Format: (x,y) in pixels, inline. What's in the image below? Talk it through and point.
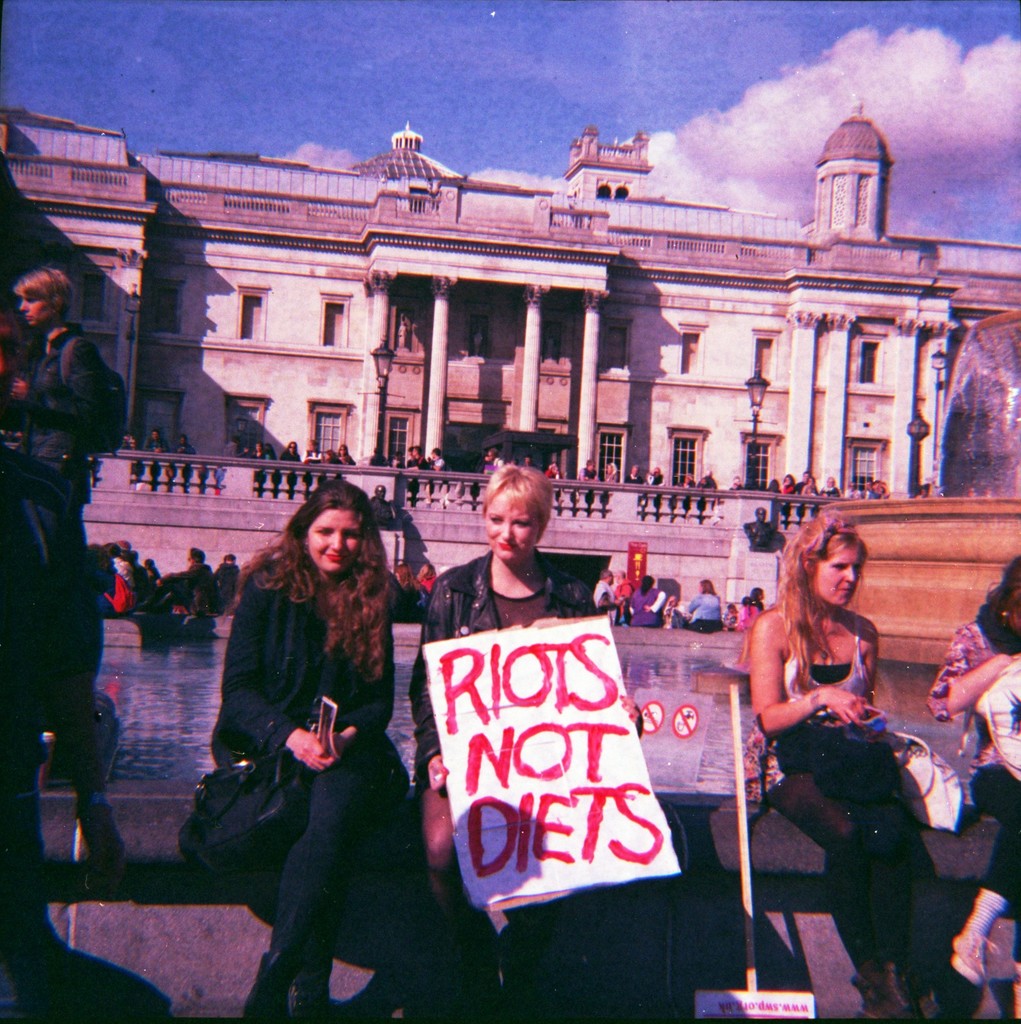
In the image there are few people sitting on a wall (692,856) in front of a fountain (158,760) and behind the fountain (177,637) also some people (399,595) were sitting on the other wall (663,632) and in front of them there is a building (692,456) and some people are standing beside the fencing (716,496) of the building (821,471).
